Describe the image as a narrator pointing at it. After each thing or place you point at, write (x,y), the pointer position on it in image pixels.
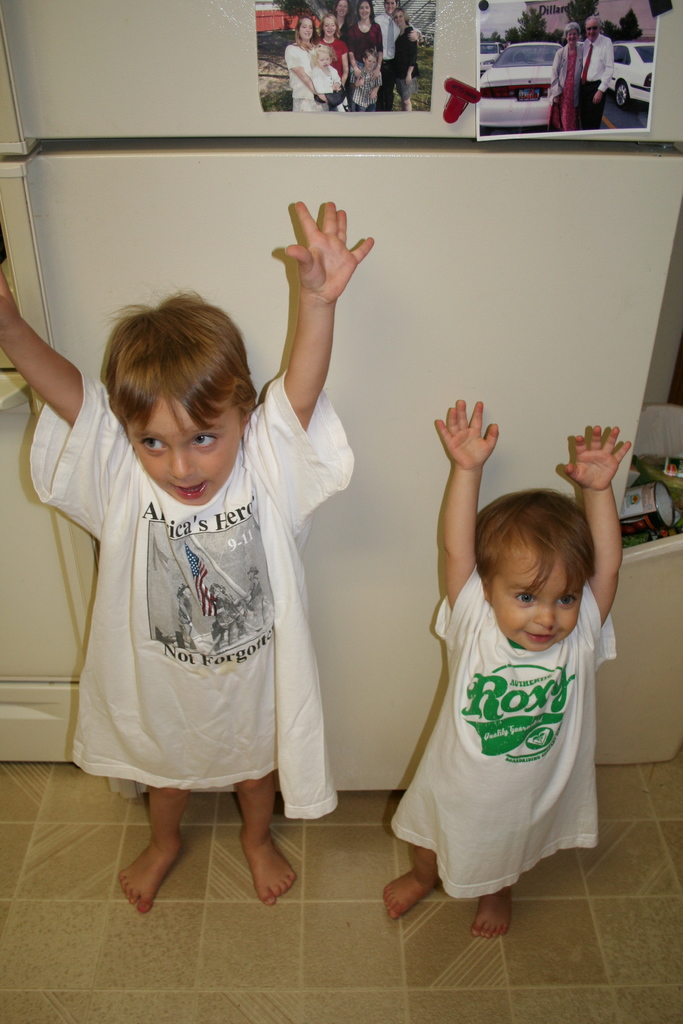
In the picture we can see two children (159,402) are standing with a white T-shirts (69,443) and in the background (67,314), we can see a refrigerator (556,275) which is white in color and to it we can see some photographs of some people (576,37).
